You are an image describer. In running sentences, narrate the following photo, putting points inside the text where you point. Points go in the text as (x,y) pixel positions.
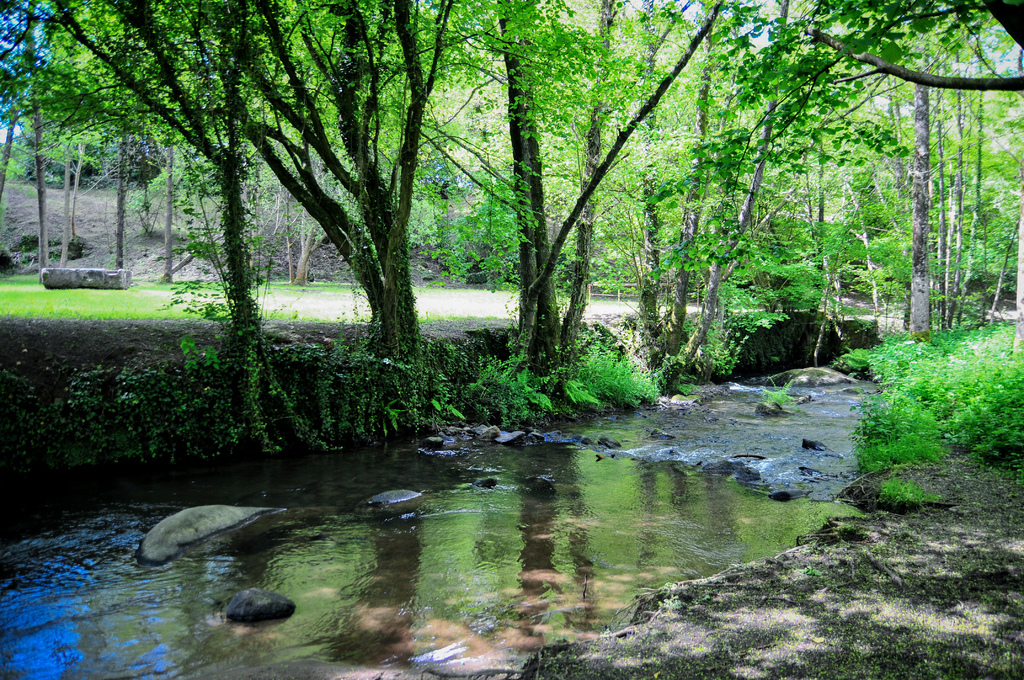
In this image we can see water (742,548) and there are some rocks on it, in front of it there are plants (323,371) and behind it there are many trees (561,36).
